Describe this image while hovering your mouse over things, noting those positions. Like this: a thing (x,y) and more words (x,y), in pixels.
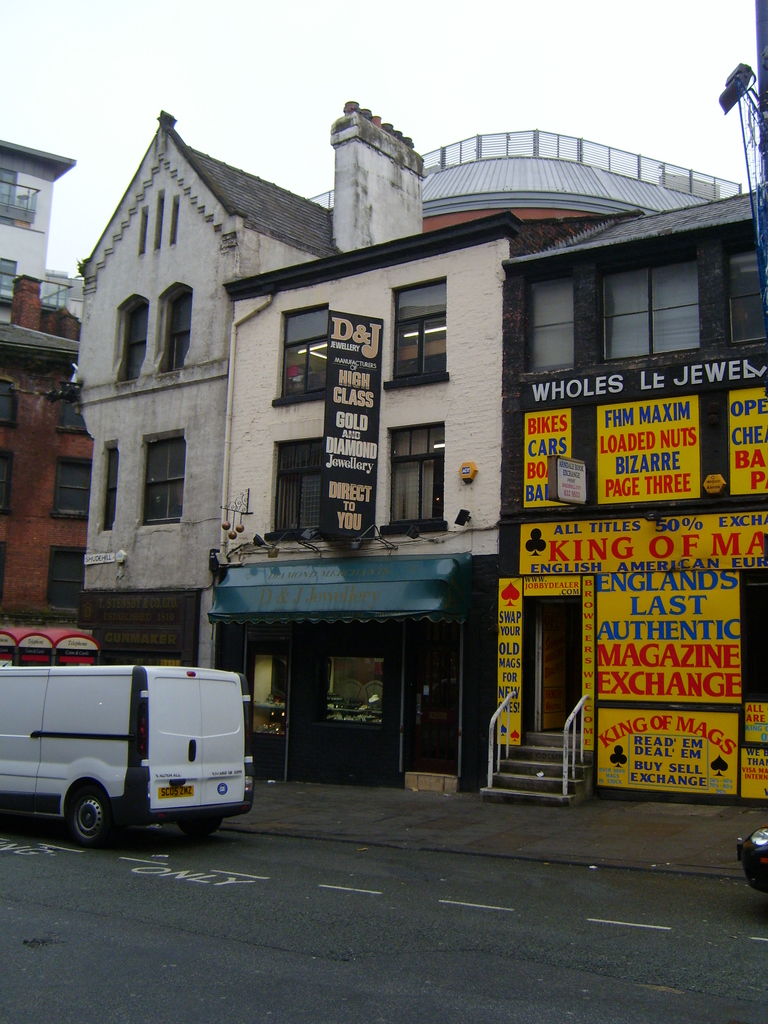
In this image in the center (324,499) there are some buildings (545,369), boards (614,377), stairs (525,781), railing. On the boards (556,541) there is text (377,341), on the right side (758,71) there is a camera (730,105) and pole (758,71). At the bottom (284,894) there is road (586,915), on the right side (748,860) and left side (49,781) there are vehicles (191,758). At the top (205,83) there is sky (237,79).
